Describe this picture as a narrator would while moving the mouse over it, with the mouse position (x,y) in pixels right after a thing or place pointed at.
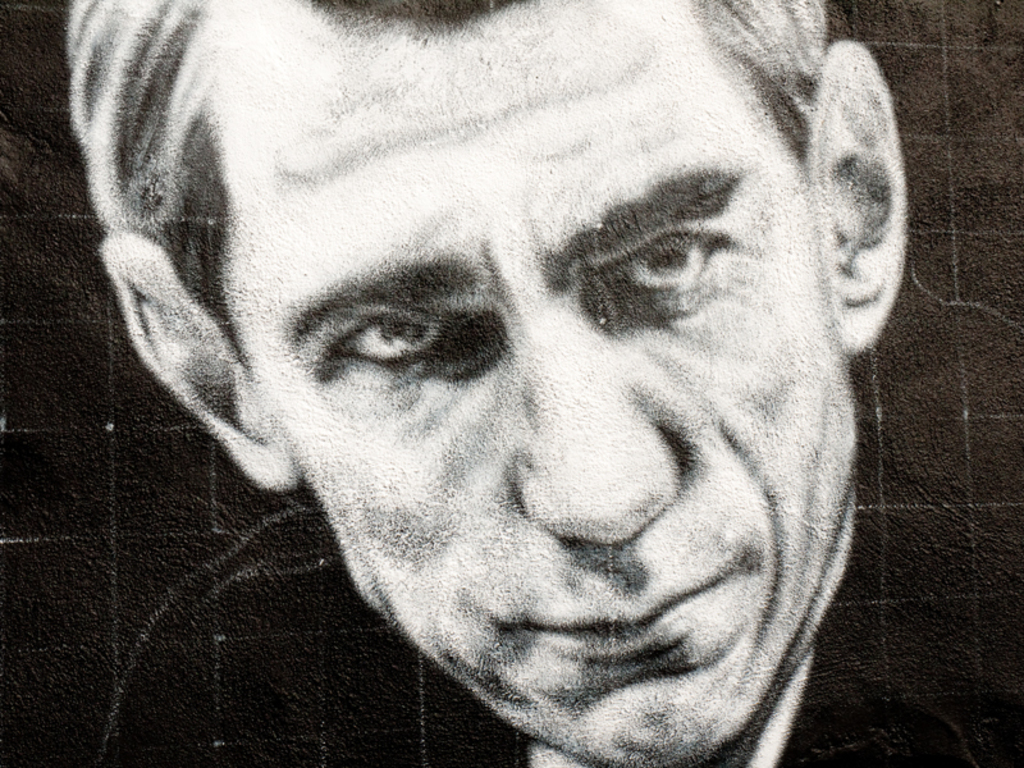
In the picture I can see the face (294,466) of a man (250,227).
